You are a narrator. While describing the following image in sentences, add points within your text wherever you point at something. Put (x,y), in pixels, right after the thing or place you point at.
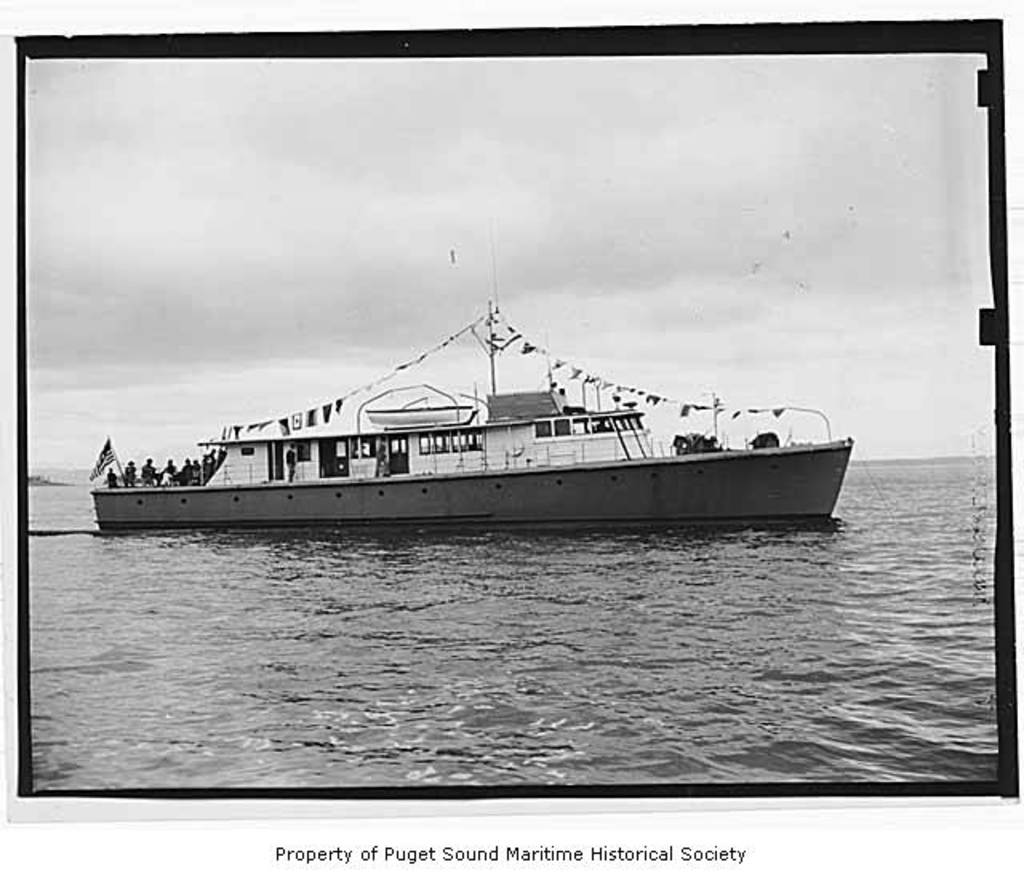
This is a picture of a poster (958,793). We can see the sky (588,162), water (701,599), paper flags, ship (135,522), people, flagpoles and objects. This is a black and white picture. At the bottom portion of the picture (668,857) there is something written.
